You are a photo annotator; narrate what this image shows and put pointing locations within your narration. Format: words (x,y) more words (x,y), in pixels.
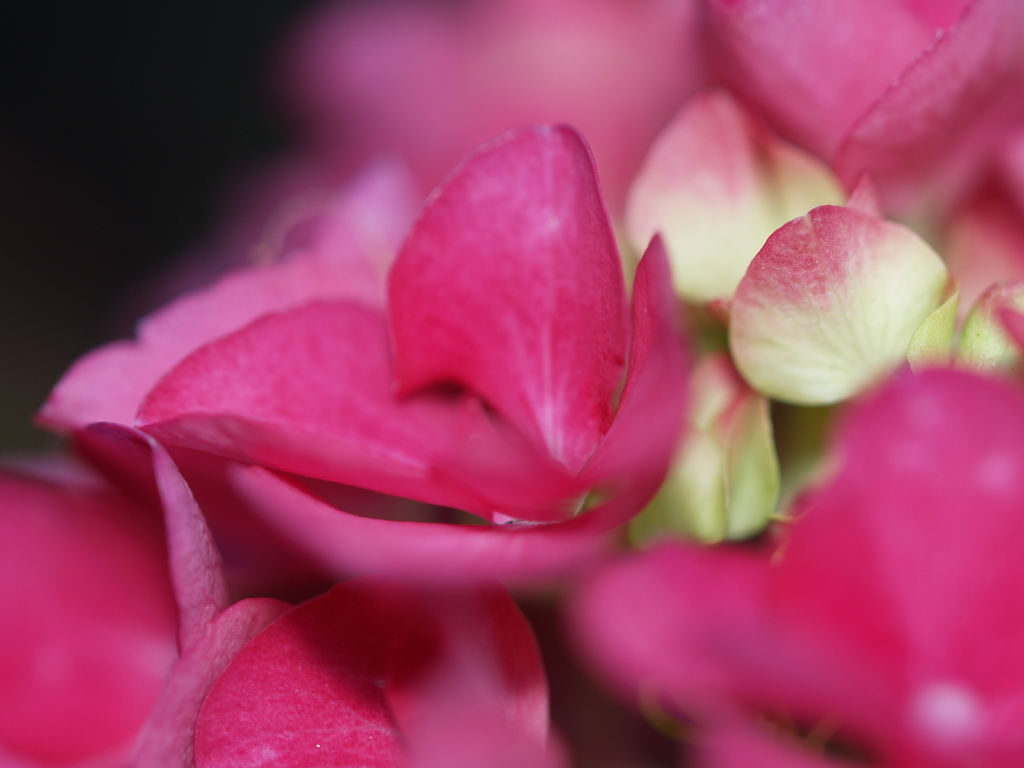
In this image we can see there are flowers (579,326) and there is a dark background (111,33).
